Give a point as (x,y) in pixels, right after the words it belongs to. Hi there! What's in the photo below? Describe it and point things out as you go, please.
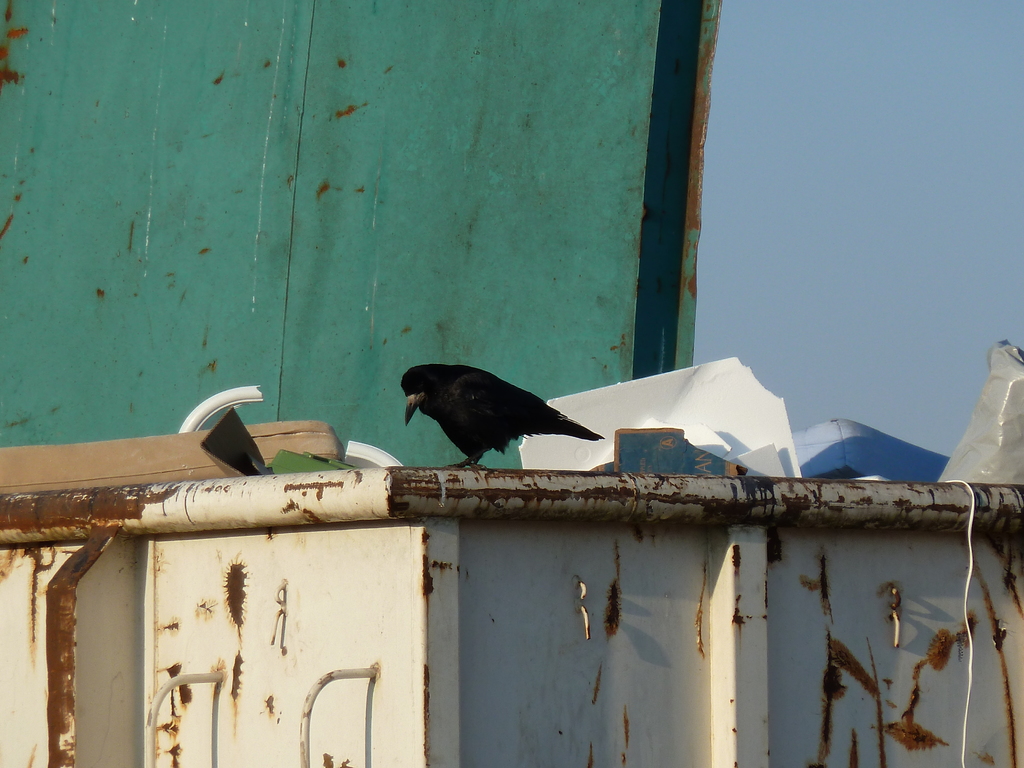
In this image i can see a dumpster (298,534), on the dumpster (415,472) I can see a black color bird (456,440) and at the top (246,185) I can see a green color wall (342,151) and on the right side (871,75) I can see the sky (906,92).
